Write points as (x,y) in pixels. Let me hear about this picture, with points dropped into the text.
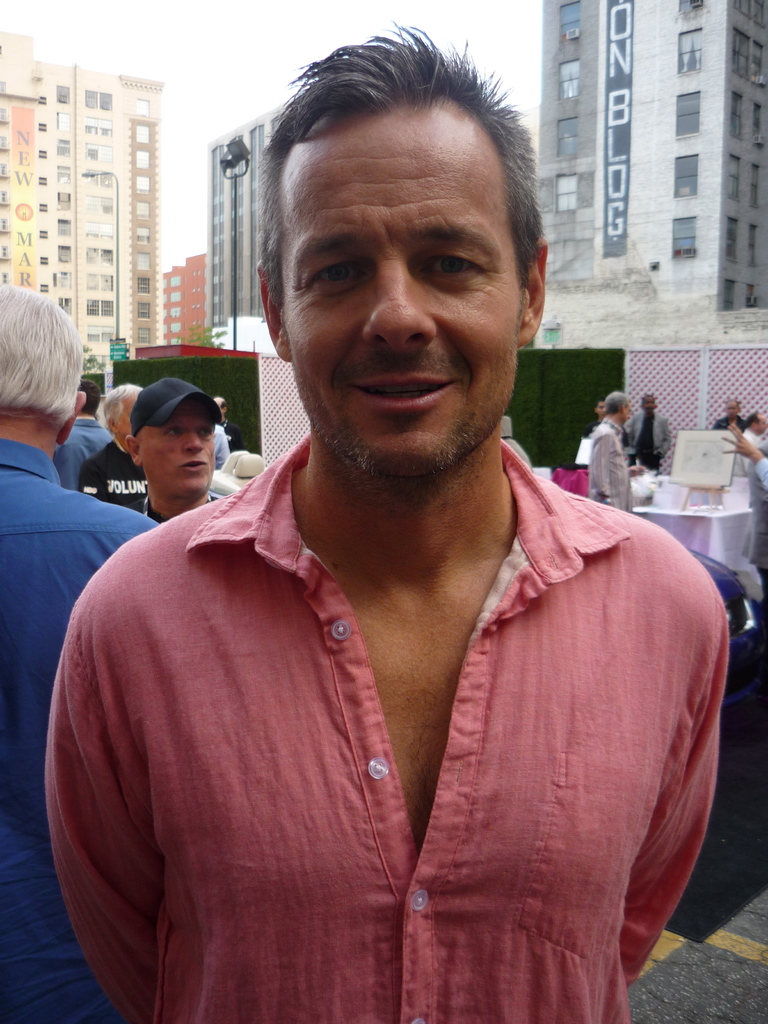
There is a person (432,146) in pink color shirt (373,735), smiling and standing on the floor (658,990). In the background (35,603), there are other persons (757,467) standing, there are tables (731,520), which are covered with white color clothes (734,535), on which, there are some objects (717,461), there are buildings (597,177) which are having glass windows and clouds (280,49) in the sky (308,49).
